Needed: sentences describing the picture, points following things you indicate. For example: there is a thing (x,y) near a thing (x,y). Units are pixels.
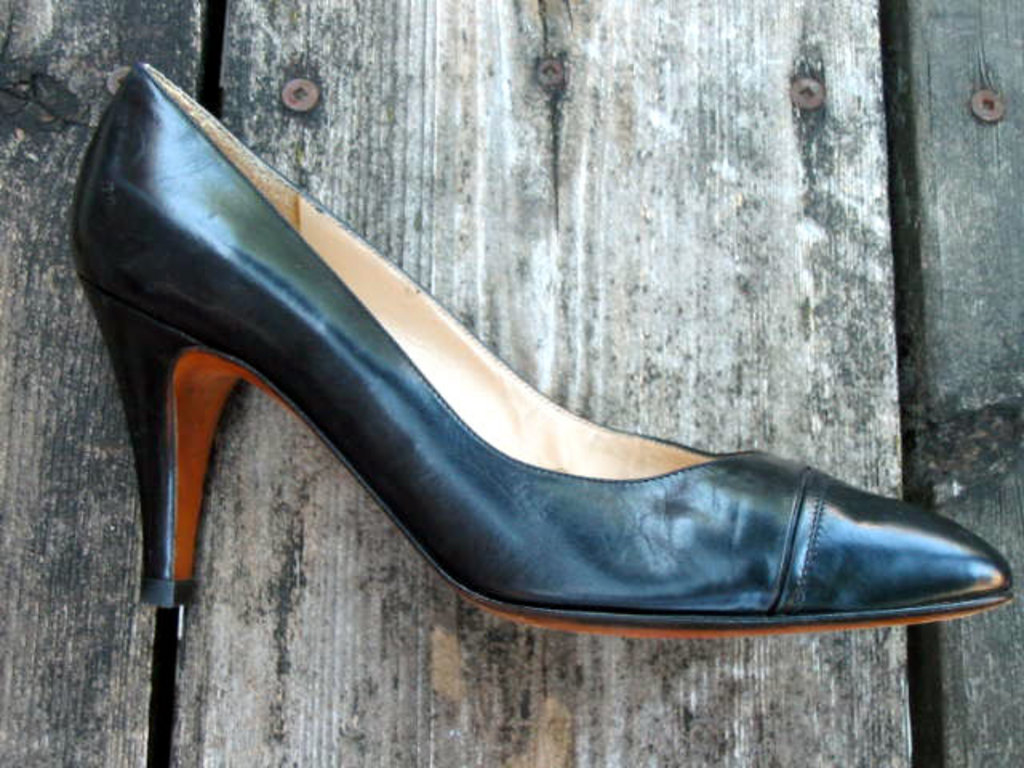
In the picture there is a footwear (179,437) present on the table (559,641).
